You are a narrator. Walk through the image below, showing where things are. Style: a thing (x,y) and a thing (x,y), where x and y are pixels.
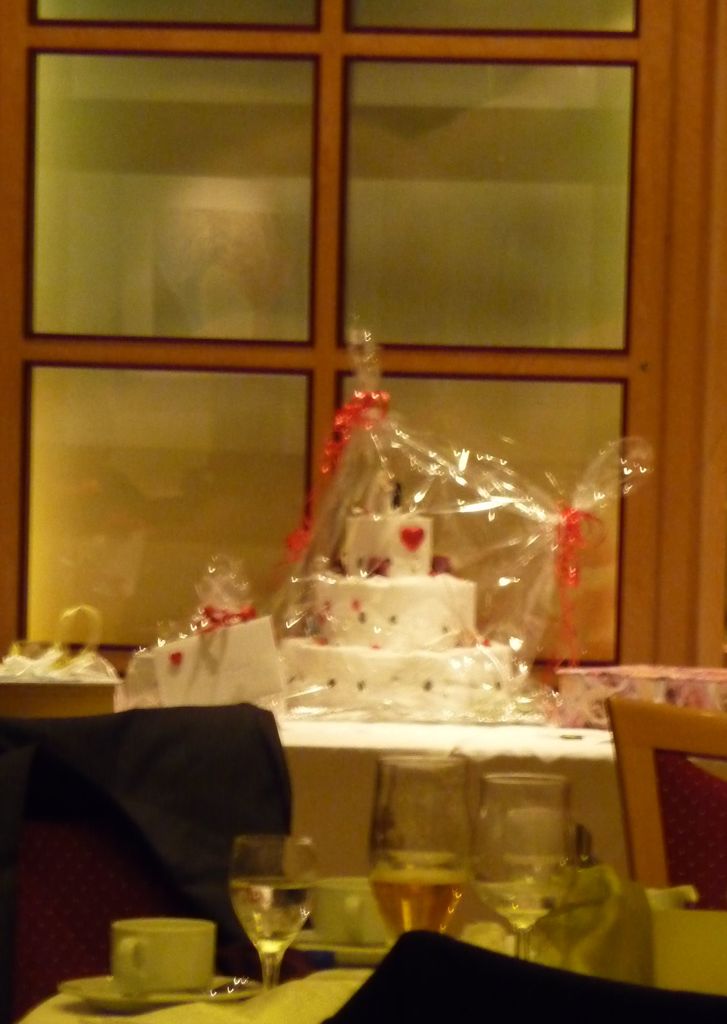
In this picture we can see a cake (389,673) on the table (342,742). This is the chair (688,806). And there are some glasses (442,868) and cups (333,928) on the table (316,995).
